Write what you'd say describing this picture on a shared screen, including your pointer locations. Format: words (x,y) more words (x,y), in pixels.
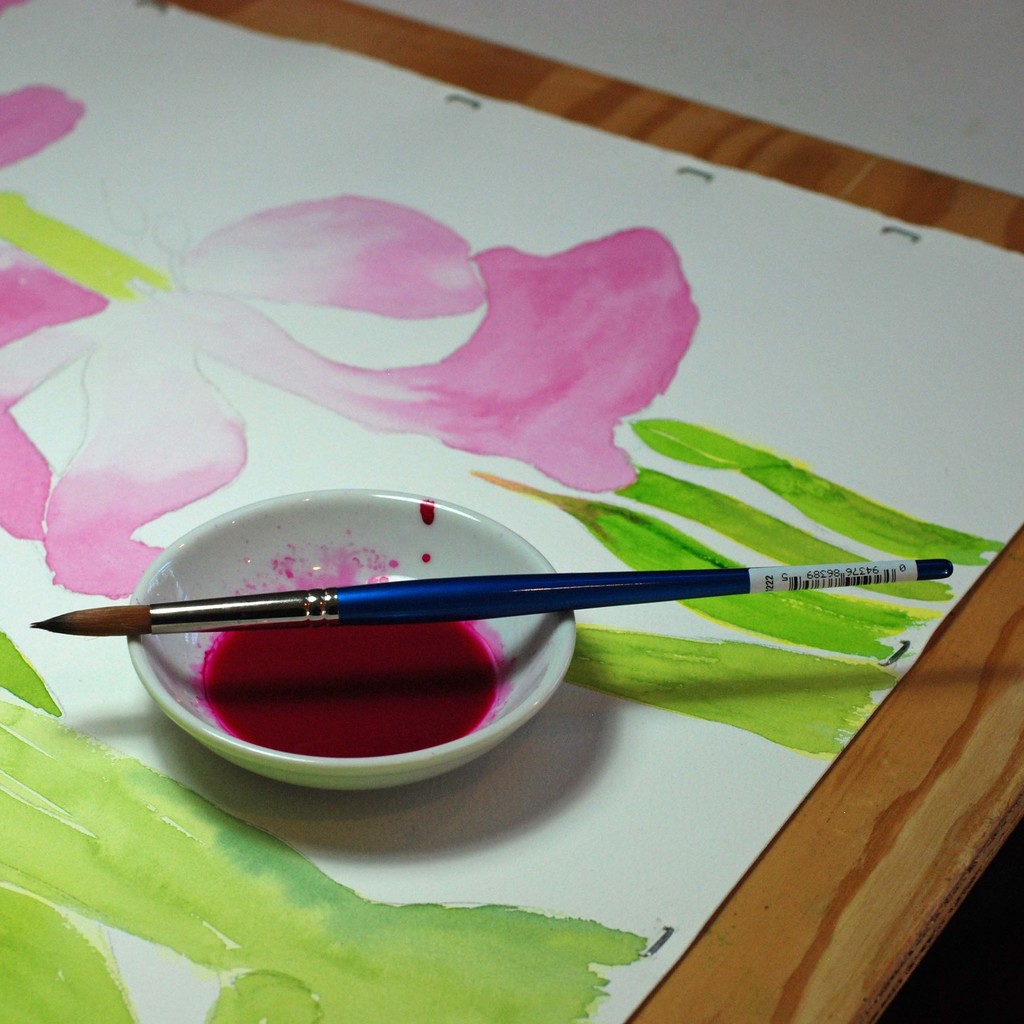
In this picture we can see a table (876,836), there is a painting board (579,843) present in the table (886,800), we can also see a bowl (508,720) and a brush (433,605), there is some color (443,659) in this bowl (502,692).
